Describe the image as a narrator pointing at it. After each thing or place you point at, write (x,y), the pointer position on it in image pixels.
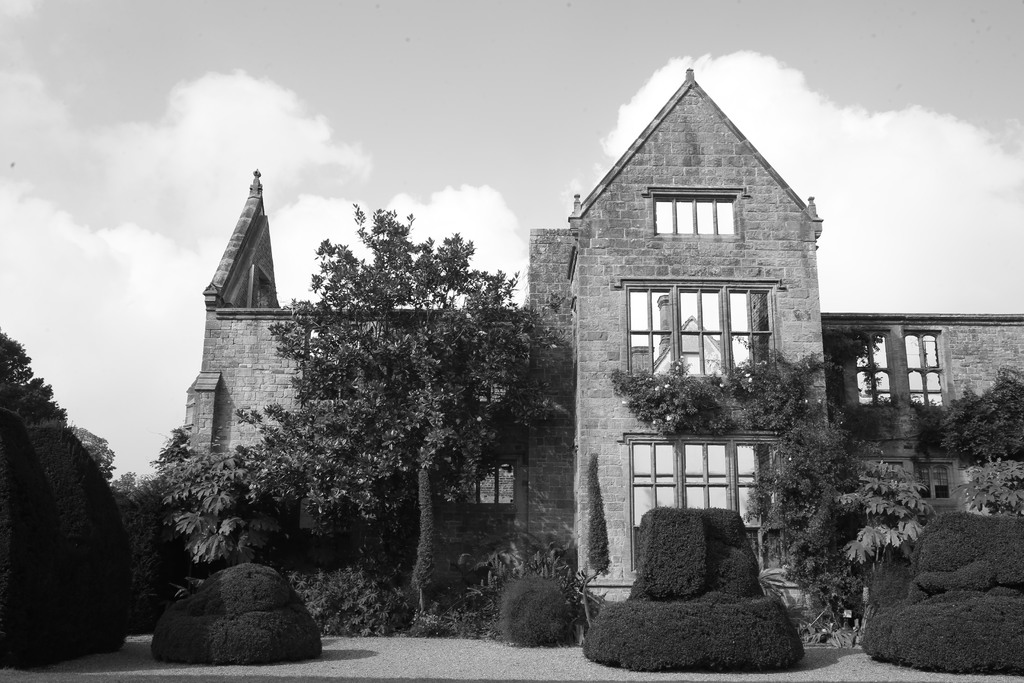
In this picture we can see a building (258,368) with windows (633,516), trees (55,541), plants (349,593) and in the background (251,128) we can see the sky (307,174) with clouds (241,141).
